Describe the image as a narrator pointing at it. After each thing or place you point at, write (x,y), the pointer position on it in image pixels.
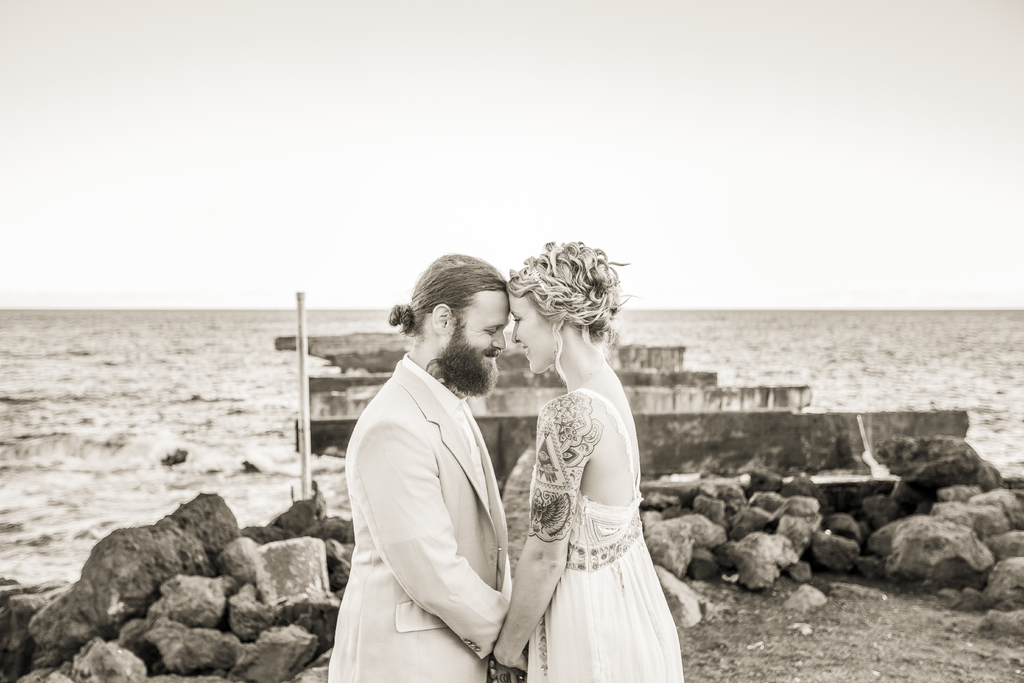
This is a black and white picture. In the center of the picture (525,277) there is a couple (464,591) standing holding hands (502,664). In the center (342,415) there are rocks (765,522) and a construction (763,467). In the background (178,346) there is a water body (839,364).
